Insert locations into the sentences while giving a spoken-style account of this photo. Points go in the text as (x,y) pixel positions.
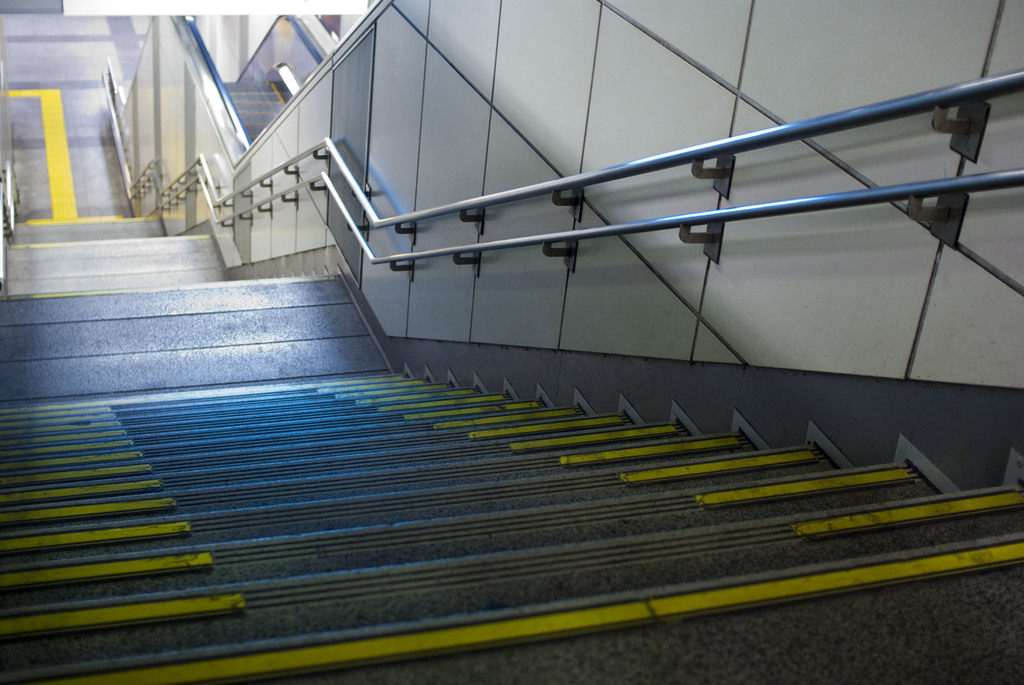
In this picture we can see a few stairs (384,389) and rods (198,180). There are a few yellow lines (48,161) visible on these stairs (374,411) and on the ground (48,136).
